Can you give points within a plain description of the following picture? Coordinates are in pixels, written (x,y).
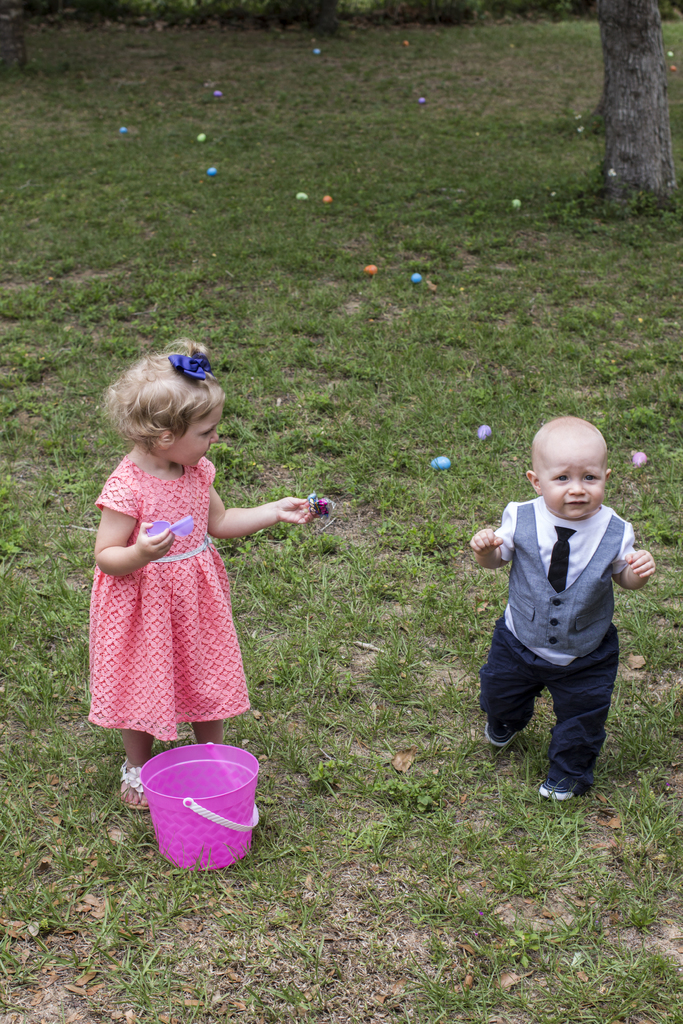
Here we can see two kids (496,719) on the ground (413,855). This is grass (391,972). There are balls (438,464) and a bucket (226,781).
